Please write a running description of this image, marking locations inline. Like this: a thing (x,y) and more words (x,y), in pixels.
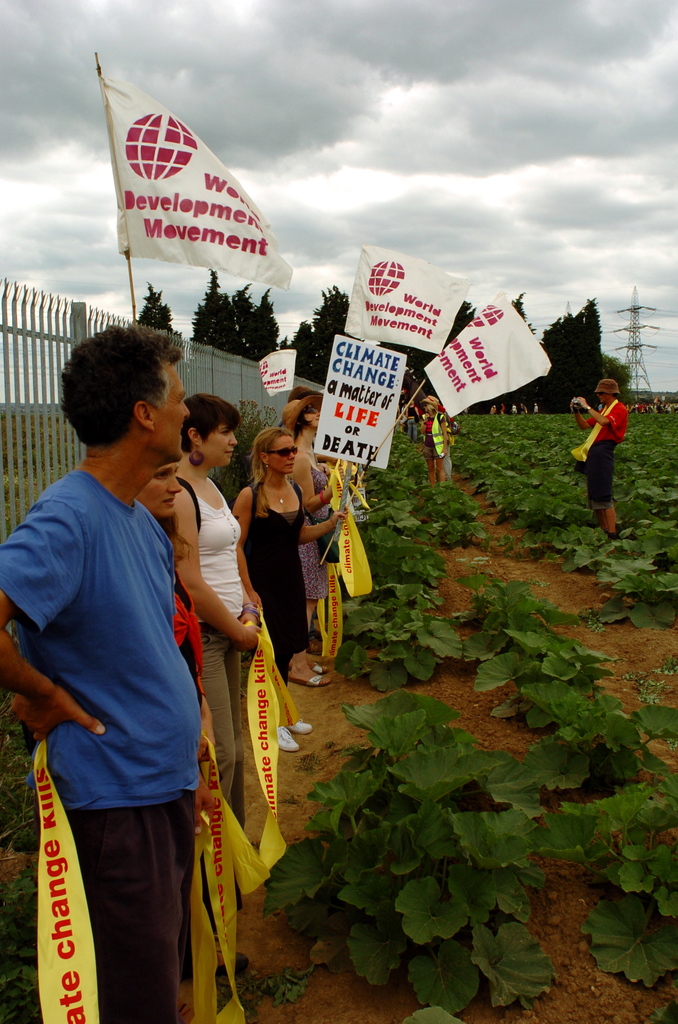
In this image we can see a group of people (180,864) standing and protesting, a few among them are holding flags (456,407) and banners (370,409) which contains text (385,398) in it, there is a fence (260,382) behind them and a person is taking a photo in front of them, in the background (559,448) there trees (578,376), plants (582,555) and a current pole (633,358).
